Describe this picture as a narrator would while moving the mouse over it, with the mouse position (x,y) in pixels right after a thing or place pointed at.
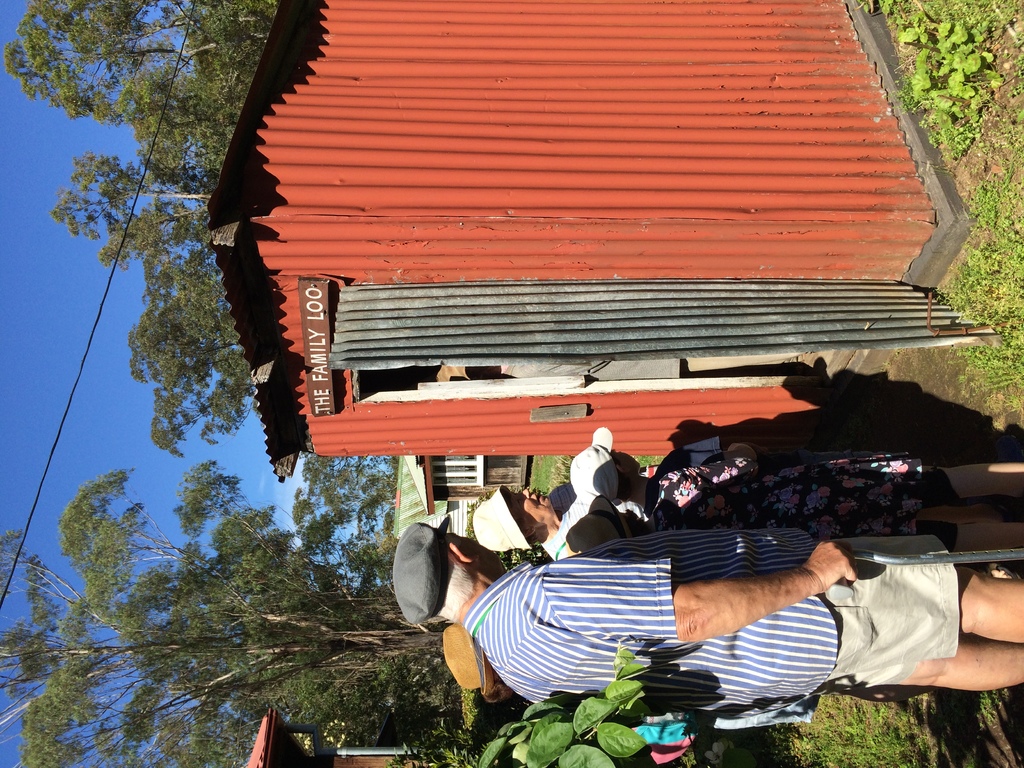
In this image I can see few people (488,643) standing on the ground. These people (625,609) are wearing the different color dresses (614,632) and the caps (494,546) and hats (508,536). In-front of these people (452,563) I can see the shed (369,234) which is in red color. I can see the family loo (319,394) is written on the shed (275,305). In the back (196,209) there are many trees (209,350) and the blue sky (40,354).
